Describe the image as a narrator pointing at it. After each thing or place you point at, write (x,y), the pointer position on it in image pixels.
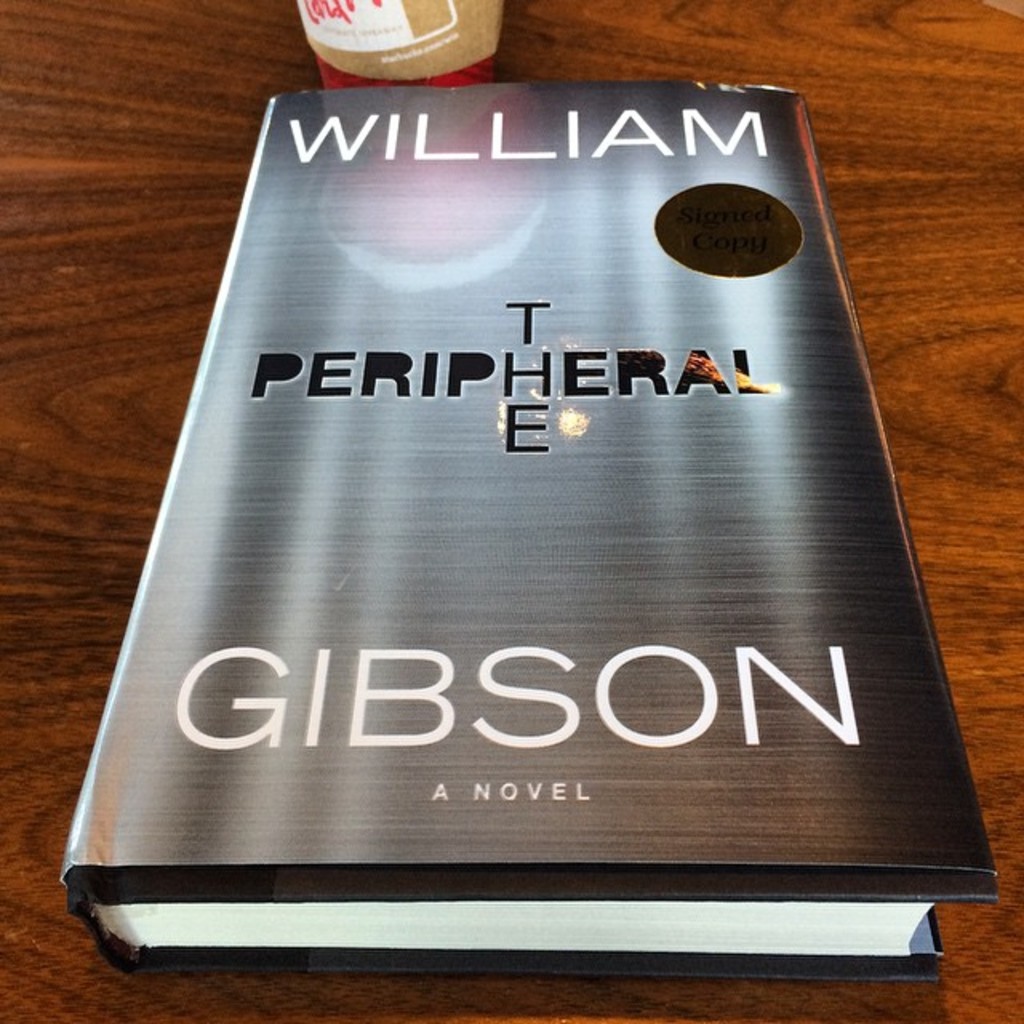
In the middle of this image (447,646), there is a book (258,887) having a poster (243,279) on its cover (748,115). On its poster (623,93), there are white and black color texts (451,382). This book (700,390) is on a wooden table (66,362). Besides this book (777,121), there is another object (490,12).
